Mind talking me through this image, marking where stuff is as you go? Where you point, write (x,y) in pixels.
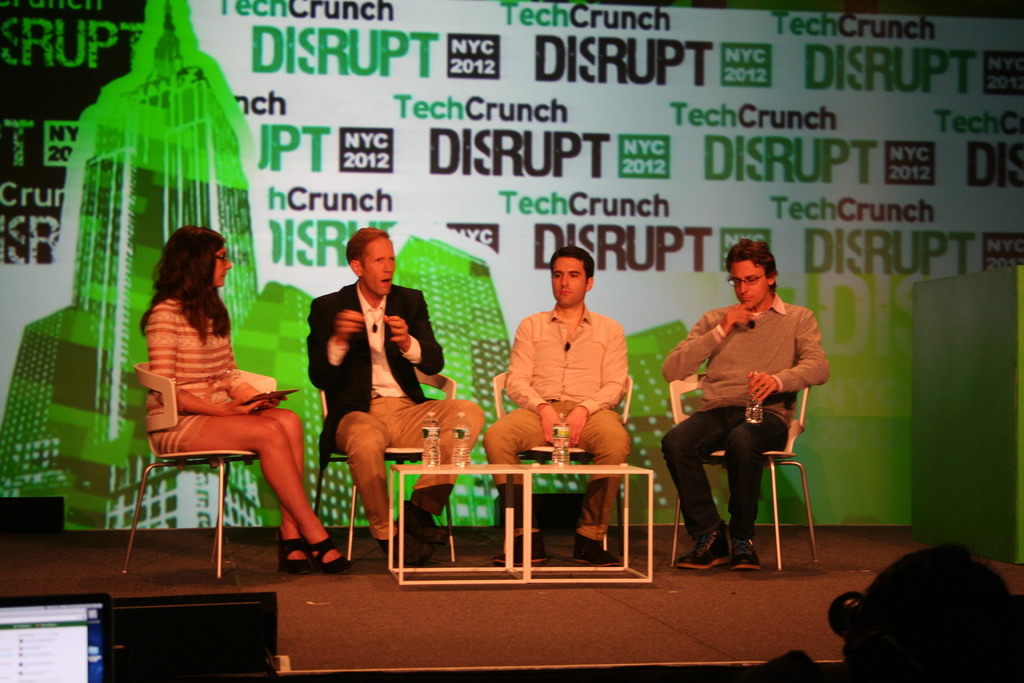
In this picture we can see there are four people (243,412) sitting on chairs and a man (343,381) in the black blazer (358,374) is explaining something. In front of the people (703,521) there are laptops (45,622) and a table (464,466) and on the table (426,466) there are bottles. Behind the people (324,324) it is looking like a board (23,428).
